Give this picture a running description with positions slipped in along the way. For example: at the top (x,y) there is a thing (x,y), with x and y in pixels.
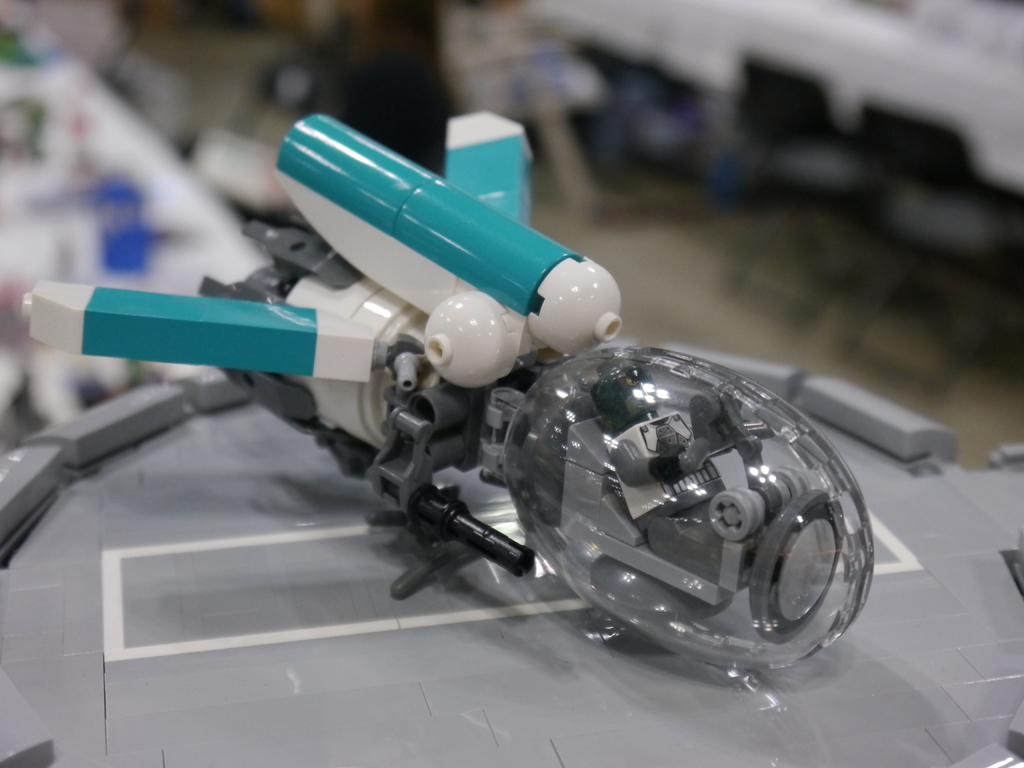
In the center of the image (392,358) we can see a toy (391,476) placed on the table (329,598).
